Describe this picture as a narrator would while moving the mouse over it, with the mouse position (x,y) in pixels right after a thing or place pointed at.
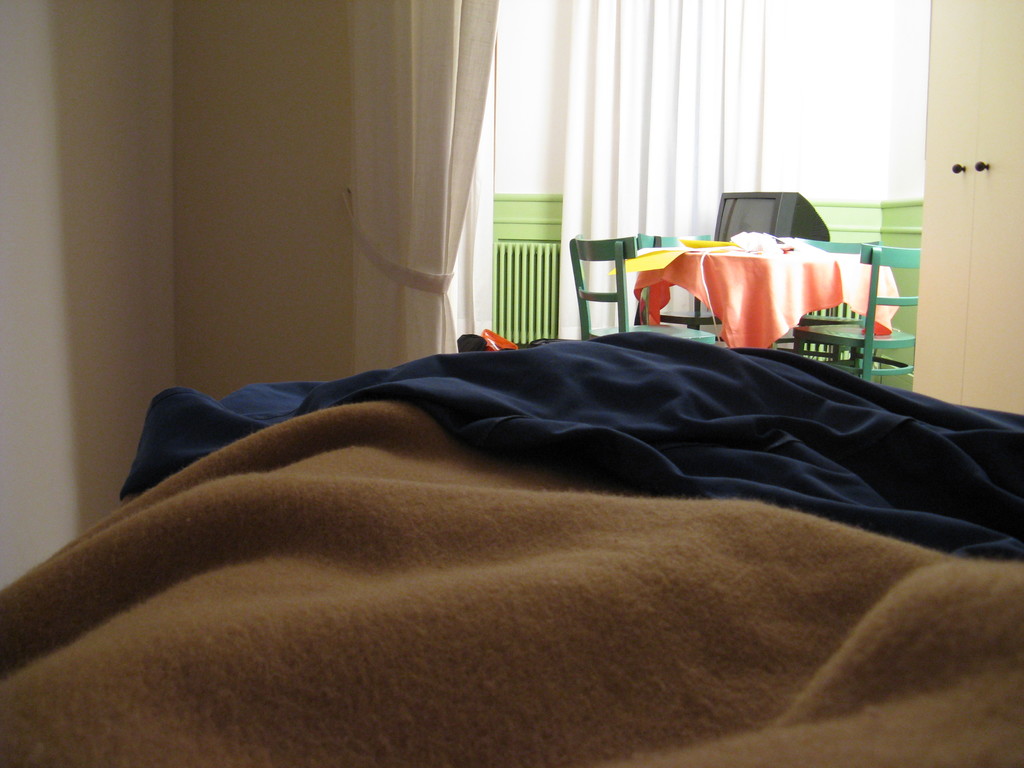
In the center of the image (461,429) we can see blankets (664,409). In the middle of the image (679,257) there is a table (711,262). On the table (739,264) we can see cloth (765,275), some objects (747,241), screen (728,231). Beside the table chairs (903,255) are there. In the background of the image (392,217) we can see wall (245,144), curtains (591,127), cupboards (966,167).
